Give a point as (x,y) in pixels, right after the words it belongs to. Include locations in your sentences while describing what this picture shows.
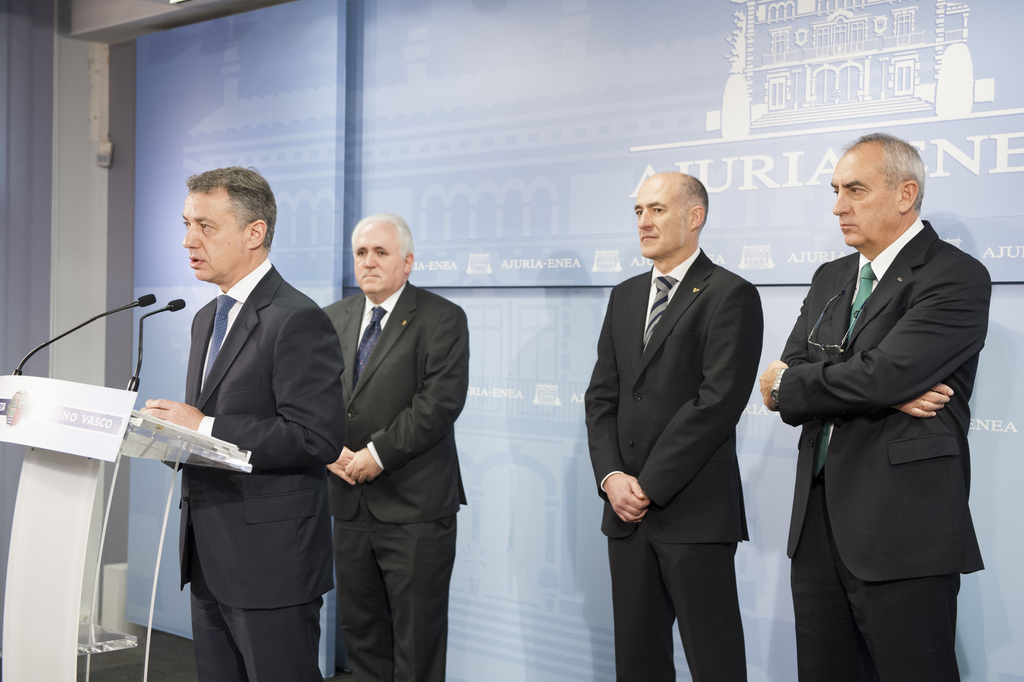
This image is taken indoors. In the background (339,141) there is a banner (390,121) with an image (754,87) and a text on it and there is a wall (102,208). On the right side of the image (838,460) two men (670,485) are standing on the dais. On the left side of the image (104,424) there is a podium (95,486) with two mics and two men (295,423) are standing on the dais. They have worn suits (323,395), shirts (390,311) and ties (213,345).
